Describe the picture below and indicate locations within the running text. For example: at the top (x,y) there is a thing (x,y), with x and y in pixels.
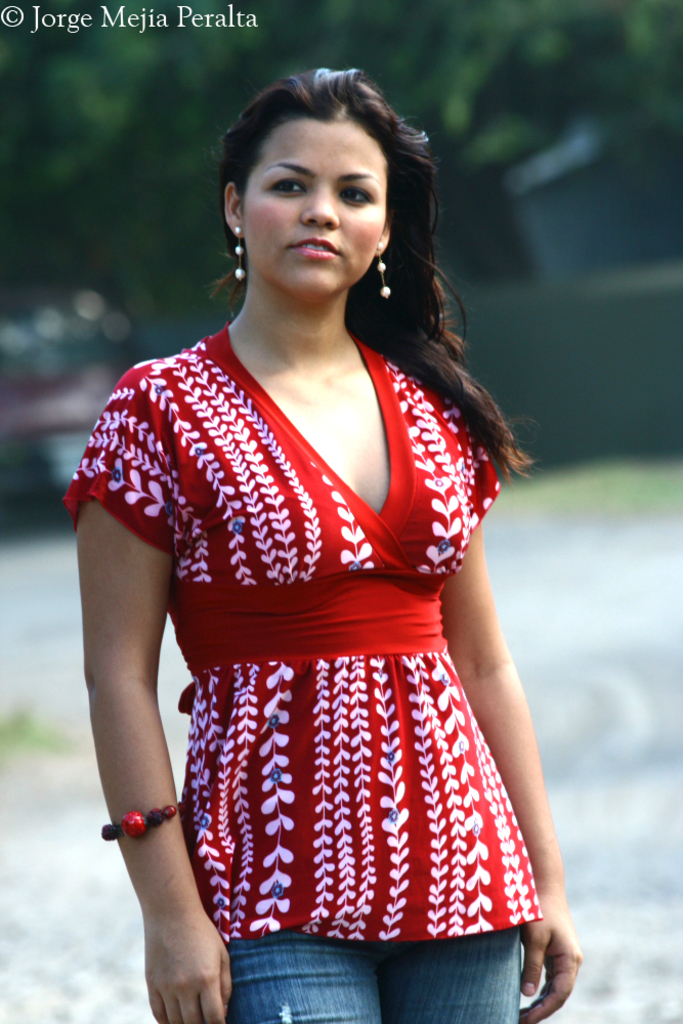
There is one woman (252,632) standing in the middle of this image (301,663) and it seems like there is a wall (510,306) and some trees (472,125) in the background (31,232). There is a watermark (118,17) at the top left corner of this image (89,17).
